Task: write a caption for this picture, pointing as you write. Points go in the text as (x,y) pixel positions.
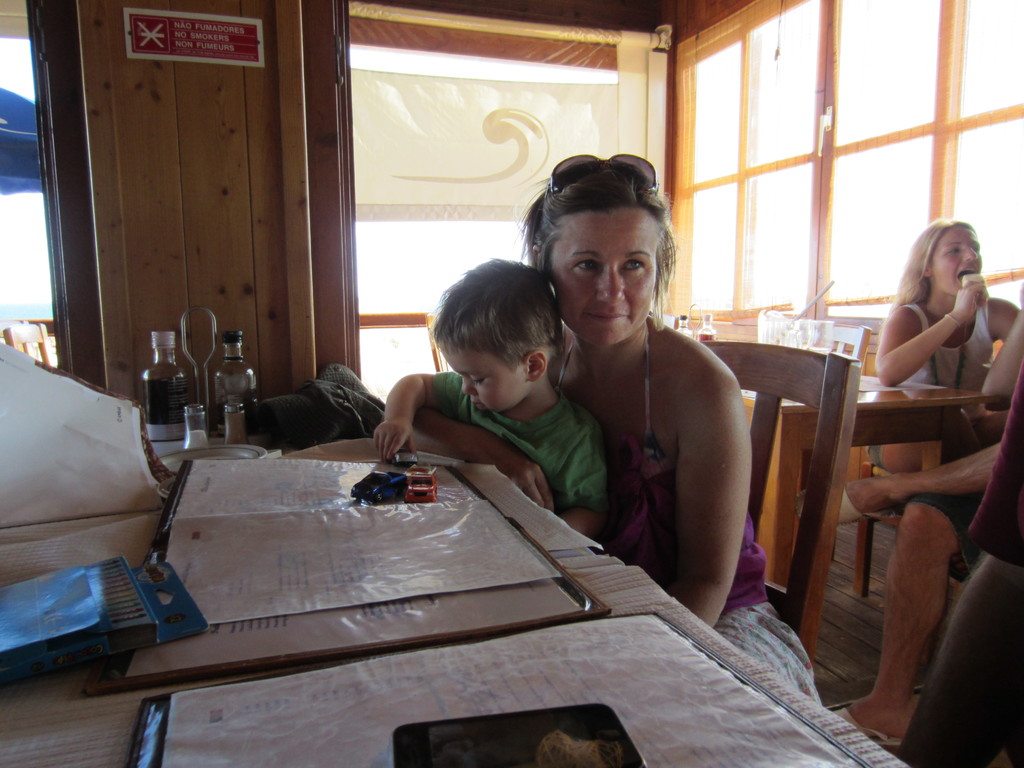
This images clicked in a room (516,386). There is table (882,405) and chairs (816,528). On the tables (334,446) there are books (321,516), papers (290,522), bottles (154,394) and phones (591,716). There are people (719,408) sitting on chairs (767,419) near that tables (787,456). There is a door (162,190) on the left side (294,223). A woman (944,380) is sitting on the right side (959,331) she is wearing white colour dress (926,369). A woman (536,484) is sitting in the middle (556,397) she is having a kid (575,414) in her hand (509,459).
